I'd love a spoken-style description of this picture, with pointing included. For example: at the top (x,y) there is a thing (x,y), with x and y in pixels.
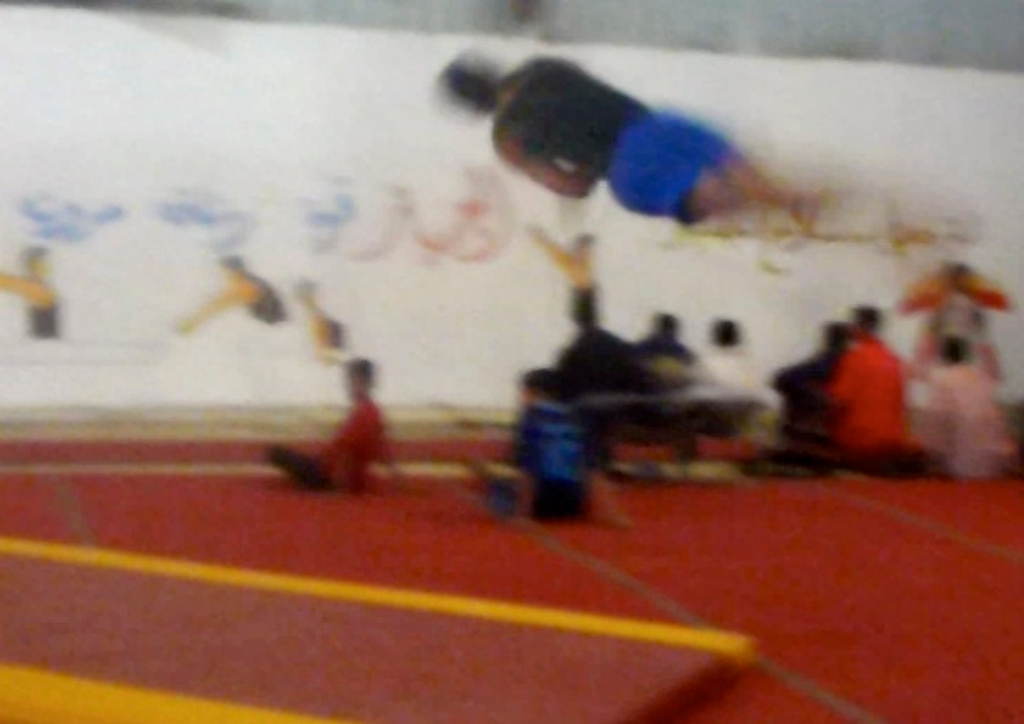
In this picture we can see some people (935,412) sitting on the ground (432,538) and a person (499,99) is in the air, some objects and it is blurry.
